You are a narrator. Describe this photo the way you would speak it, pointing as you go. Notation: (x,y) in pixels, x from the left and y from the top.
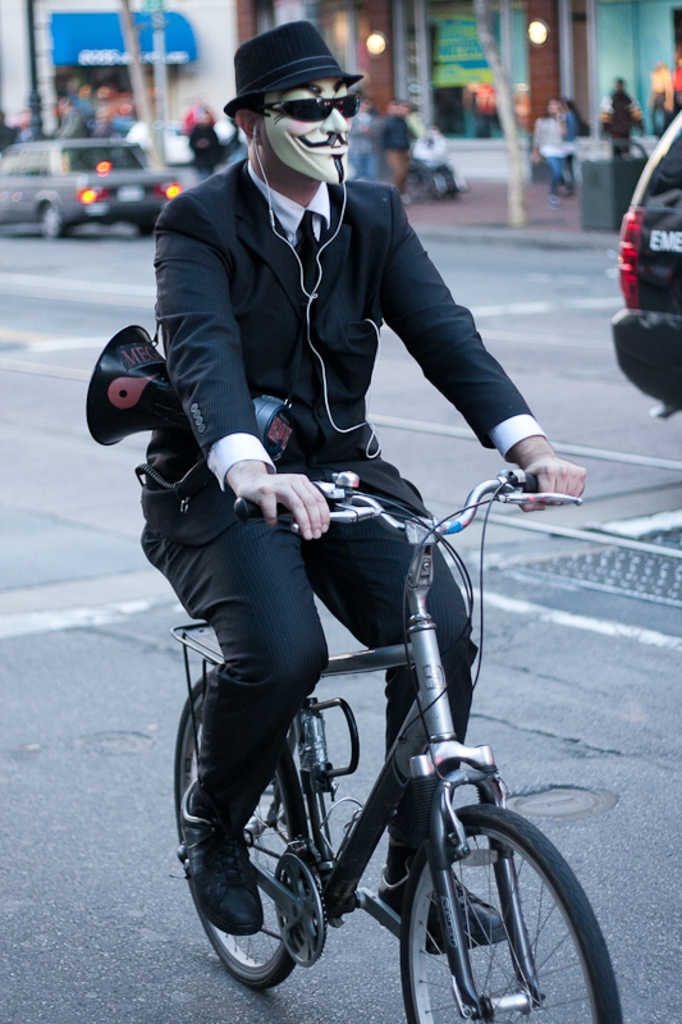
A man (295,412) is riding a bicycle (437,520). He is wearing a hat (290,67), mask (304,156), spectacles (293,104) and black colored suit (243,406). He has announcement mic (276,428) with him.
